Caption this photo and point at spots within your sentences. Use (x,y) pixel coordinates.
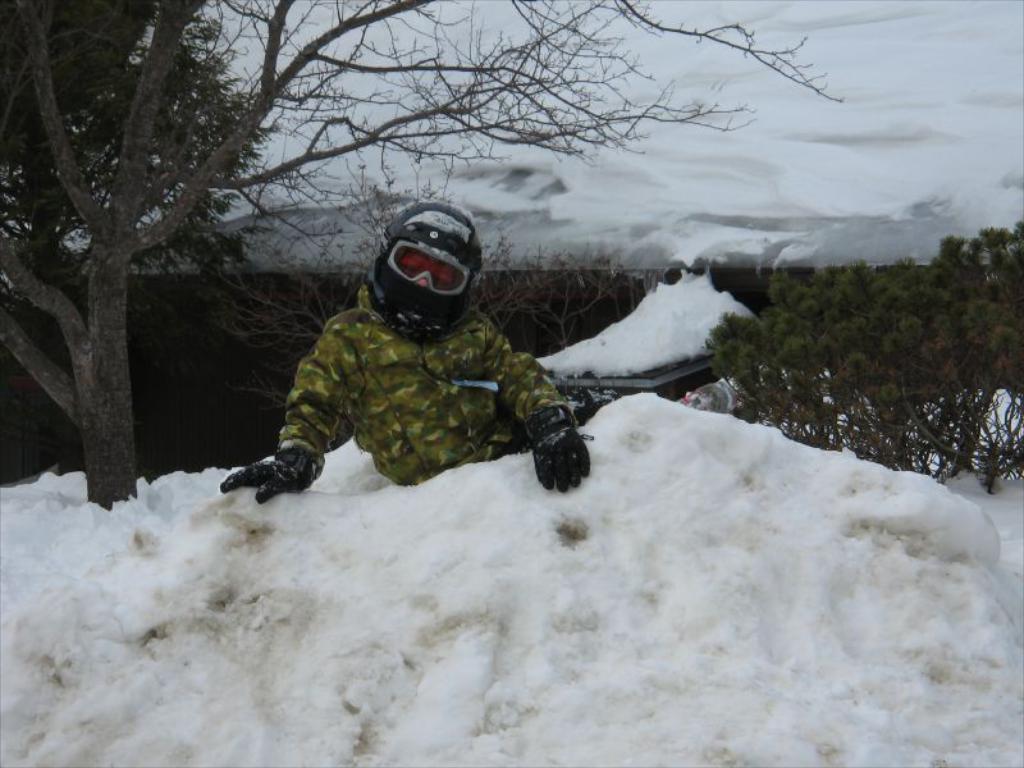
In this image we can see a person (436,443) standing on the snow (581,526), trees (984,311) and a roof (760,166) with snow (534,166).
